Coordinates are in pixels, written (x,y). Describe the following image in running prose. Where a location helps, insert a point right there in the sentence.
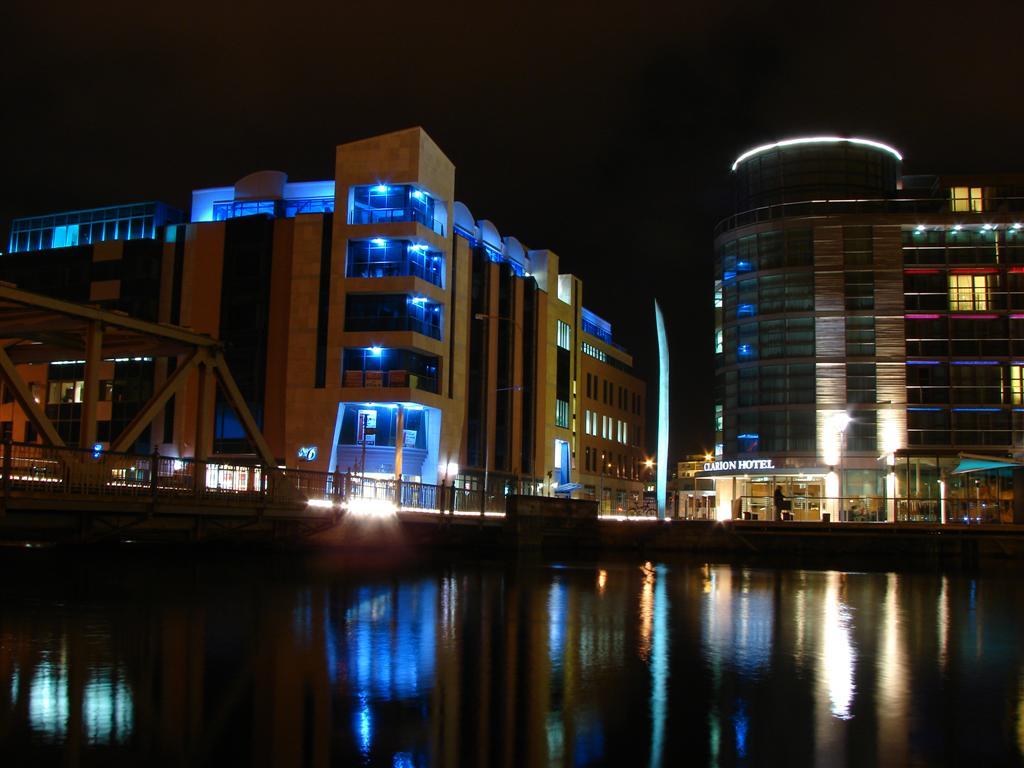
In this image there are few buildings (255,342), a bridge (245,410), fences (279,488) and reflections (584,627) of buildings (405,207) in the water (611,661).
